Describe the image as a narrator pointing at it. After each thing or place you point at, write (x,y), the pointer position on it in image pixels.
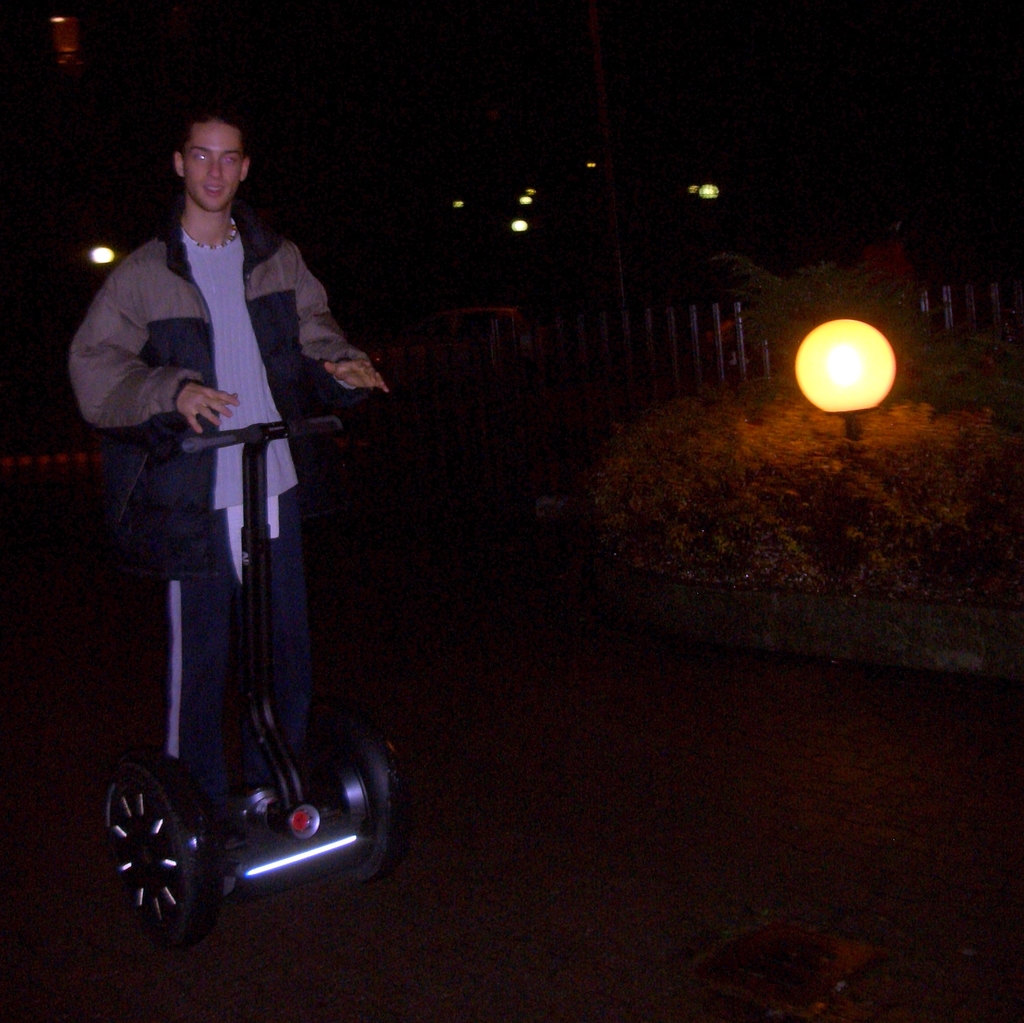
On the left (211,564) there is a person (305,647) on scooter (257,459). On the right (828,446) there are plants (866,431) and light (831,386). The background is dark and there are lights (521,221).
